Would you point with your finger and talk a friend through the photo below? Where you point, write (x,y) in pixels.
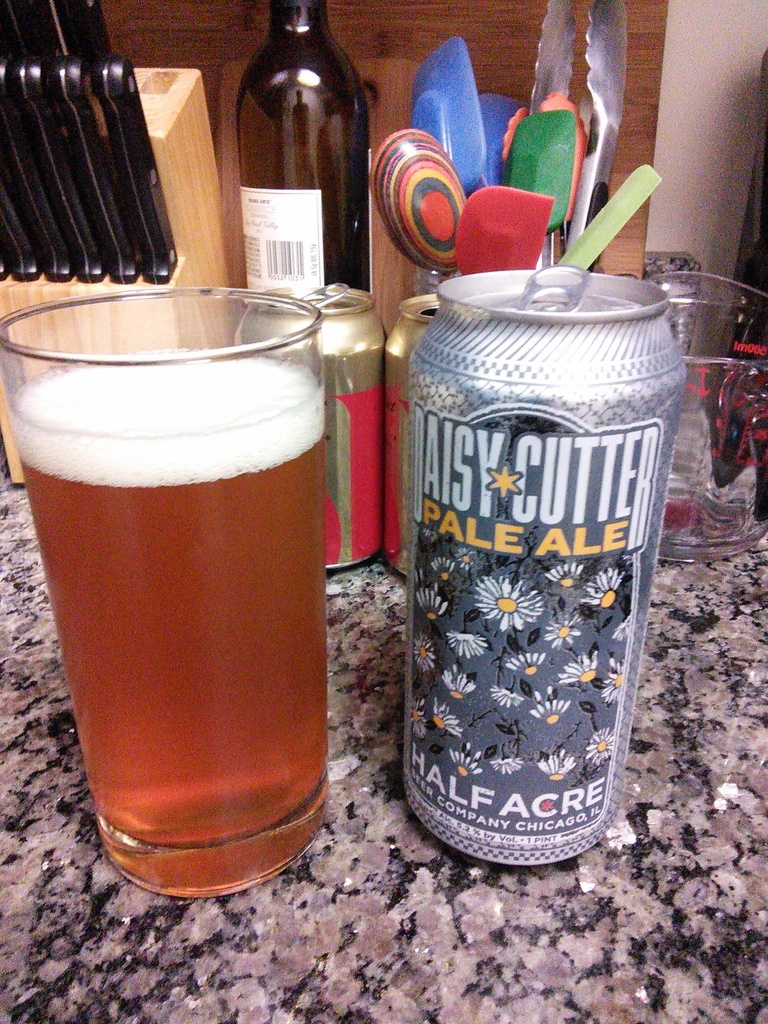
In this image I can see beverage cans (505,725), glasses (314,711), kitchen tools (442,246), bottle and some objects (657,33) may be on a table (283,927). This image is taken may be in a room (516,873).
